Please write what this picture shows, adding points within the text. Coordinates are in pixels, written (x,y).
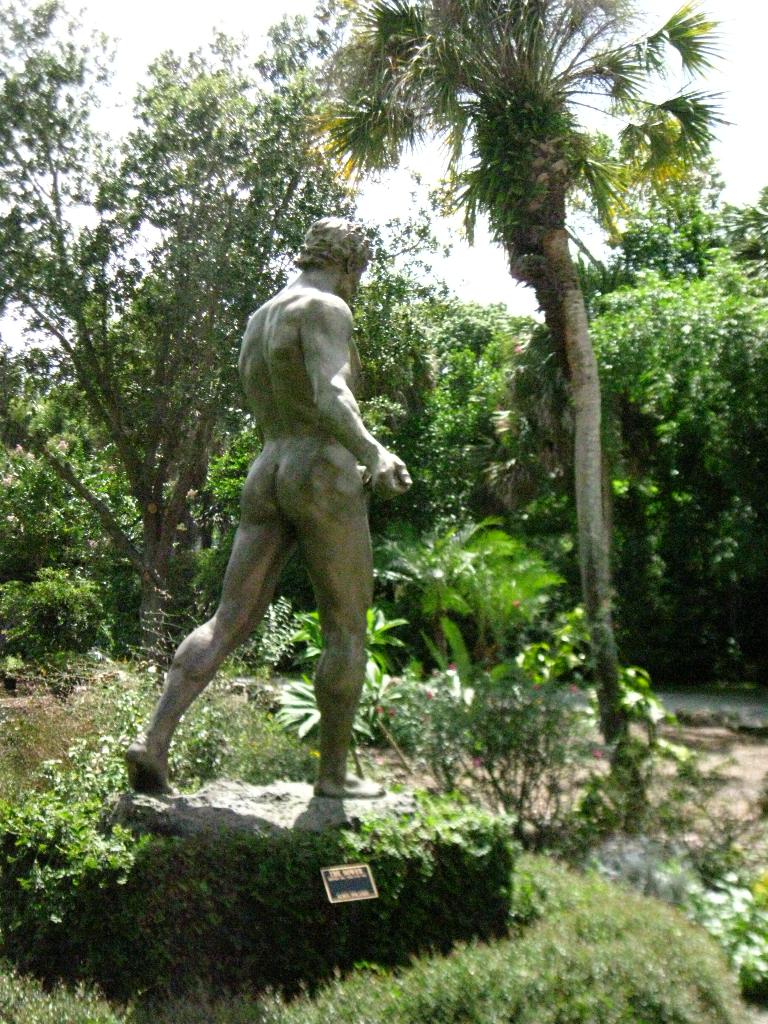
In this image in the middle (316,558) I can see, a statue of a man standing on a rock (117,817) and there are many trees (561,451) around.
